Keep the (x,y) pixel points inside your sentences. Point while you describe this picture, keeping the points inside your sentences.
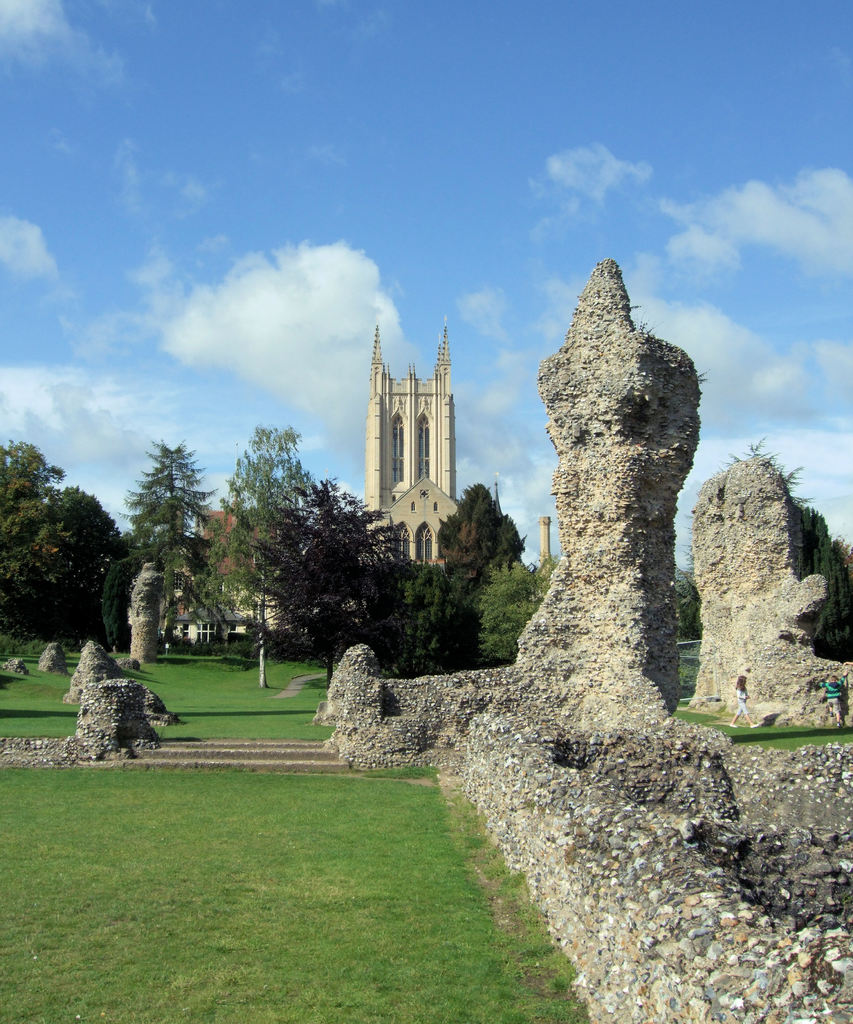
This looks like a building (412,482) with windows (404,552). I think this is a church (408,501). These are the trees (339,552). These look like the rocks (637,691). I can see two people (830,695) standing. This is the grass (187,954).
